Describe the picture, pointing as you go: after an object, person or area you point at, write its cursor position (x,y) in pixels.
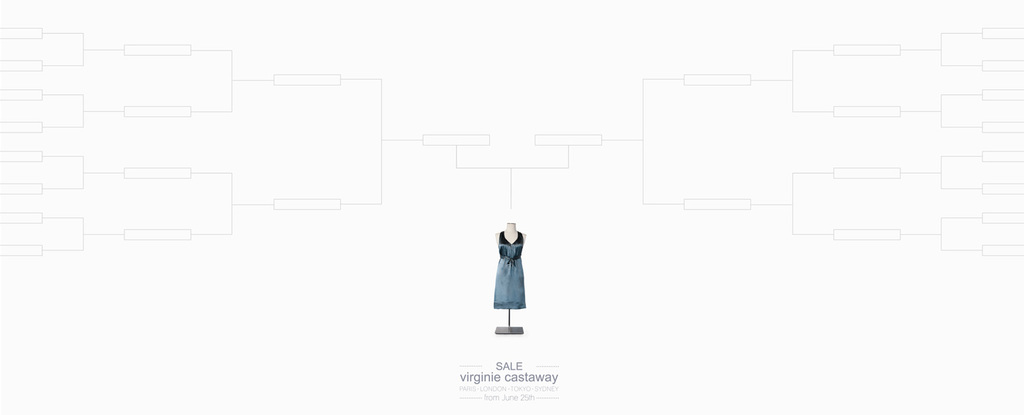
In the picture I can see a dress (497,290) to the mannequin (511,317). Here I can see some edited text (504,387) at the bottom of the image (525,387) and I can see some black color lines (338,204) on the white color background (576,232).
